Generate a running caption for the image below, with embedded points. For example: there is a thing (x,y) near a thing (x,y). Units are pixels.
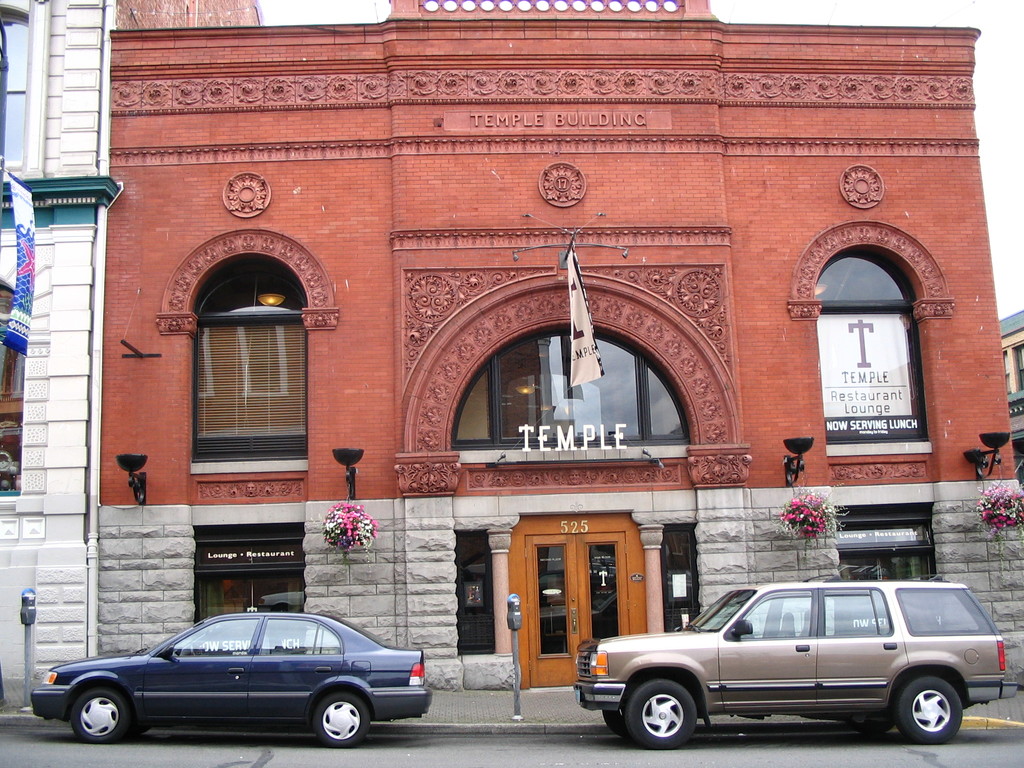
In the center of the image (581,338) flag (577,281) on the building (590,242). At the bottom of the image (798,526) we can see cars (168,693) on road (472,763), door (585,563), flower vases (1004,523) and windows (890,575). In the background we can see sky (898,14).
